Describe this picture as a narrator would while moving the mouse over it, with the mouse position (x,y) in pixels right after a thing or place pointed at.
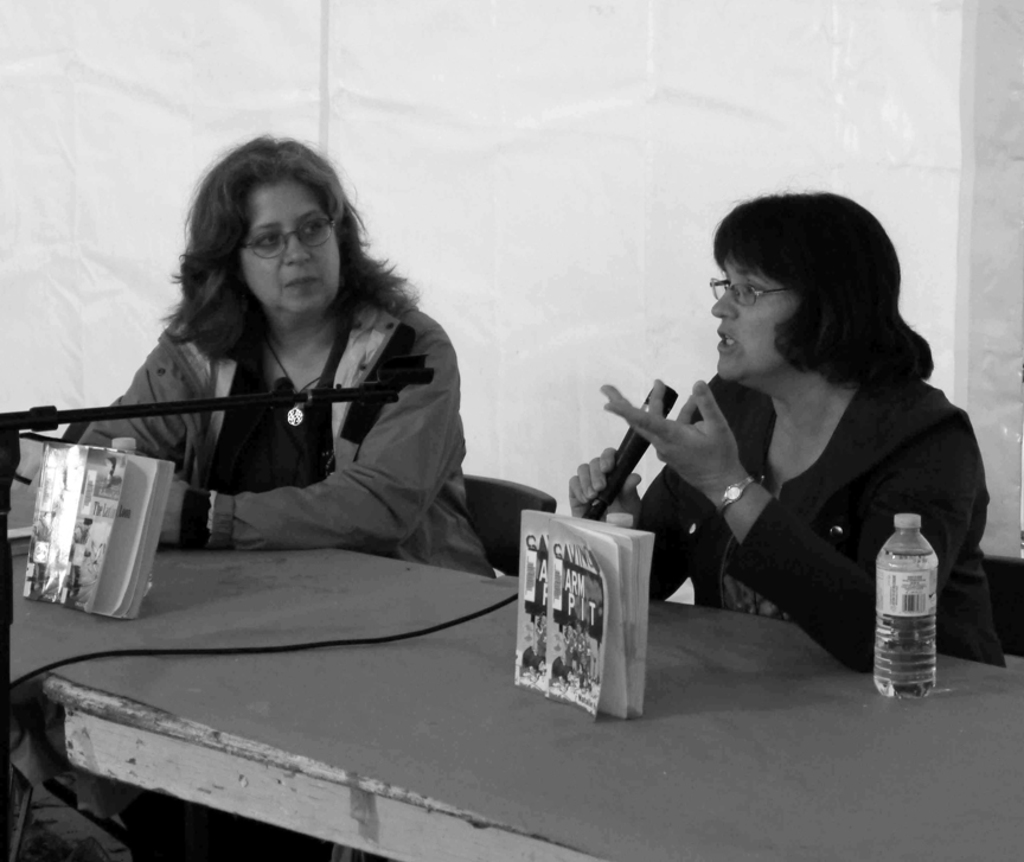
It is a black and white picture there is a table (428,678) and on the table (481,576) there are two books (623,575) and a bottle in front of the table (206,621) there are two women (711,443) sitting, the first woman (696,468) is speaking from the mic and the woman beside her is paying attention to the first woman (754,484) in the background (575,270) there is a white color sheet (556,149).
